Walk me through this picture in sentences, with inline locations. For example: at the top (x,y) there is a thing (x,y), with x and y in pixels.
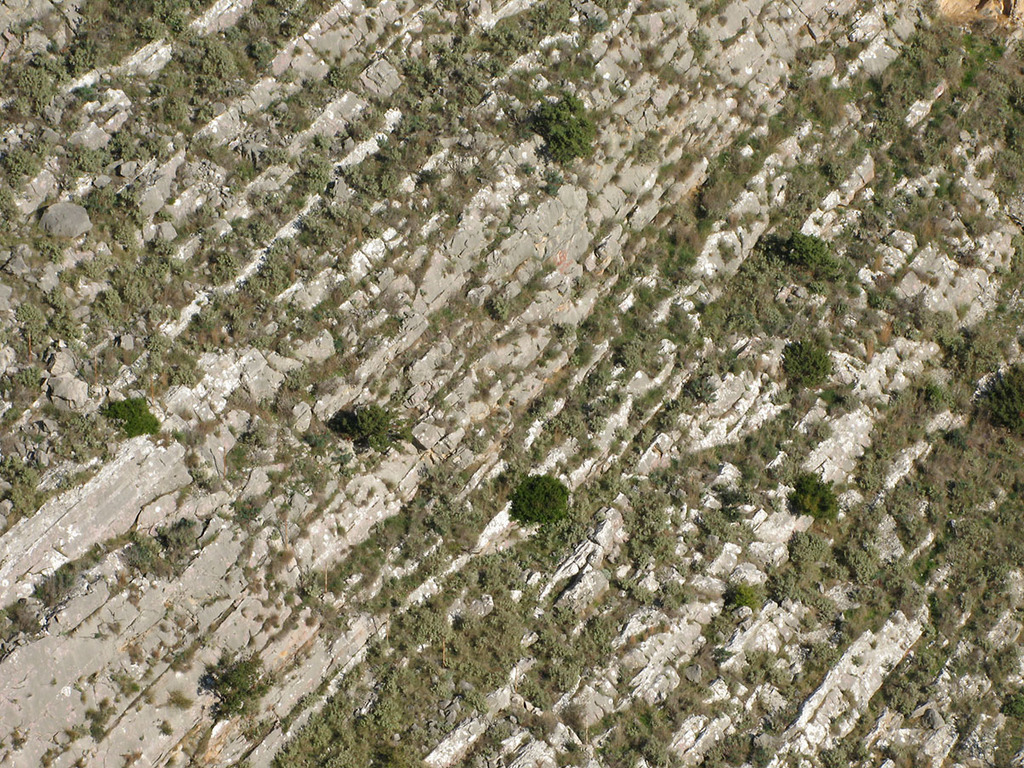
In this image I can see grass (649,301) on ground (541,322).
